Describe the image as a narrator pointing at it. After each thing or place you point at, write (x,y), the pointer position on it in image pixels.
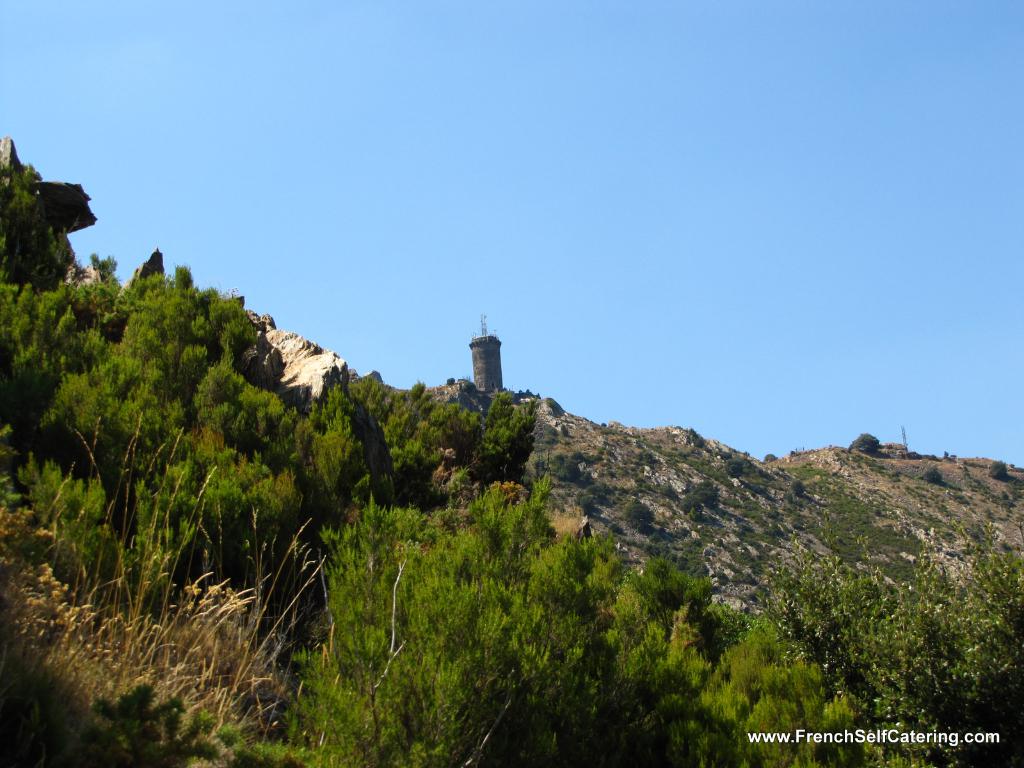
In this image we can see few trees (388,552), grass (222,598), mountain (697,526) and a pillar (486,369) on the mountain (546,441) and sky (506,288) in the background (501,200).
